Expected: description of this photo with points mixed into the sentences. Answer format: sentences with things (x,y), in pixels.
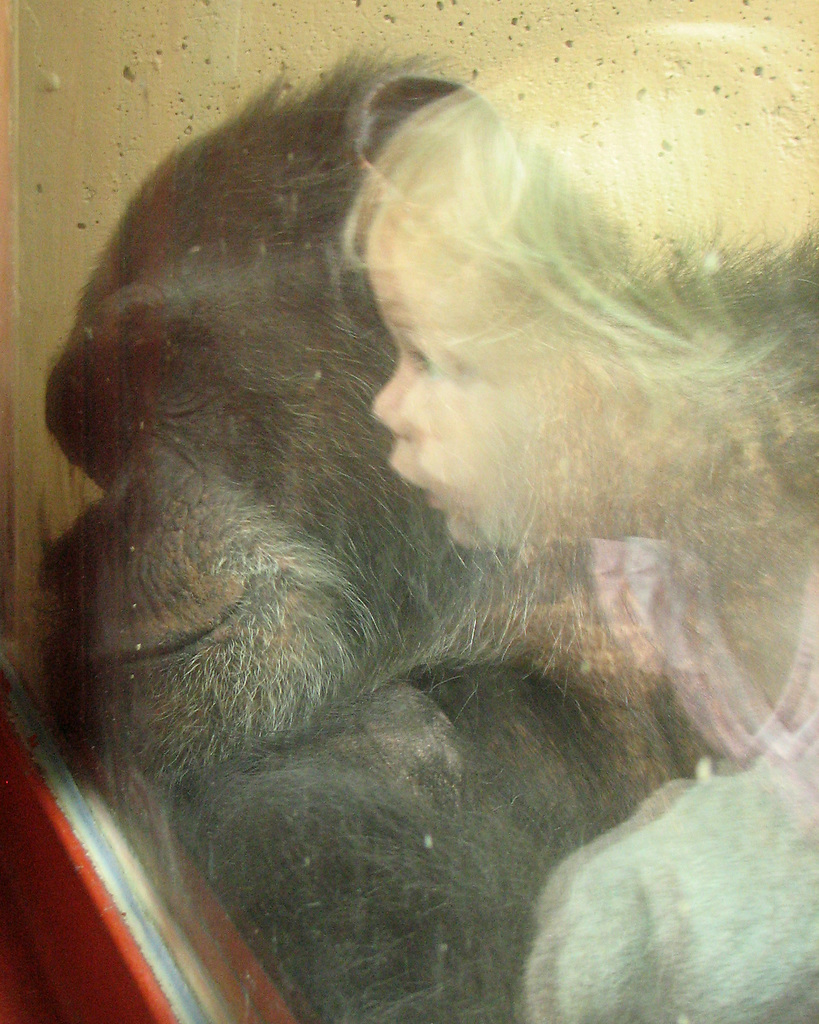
This picture consists of a glass (445,279), in the glass (653,439) I can see a baby image (656,435) and an animal image (313,629).
